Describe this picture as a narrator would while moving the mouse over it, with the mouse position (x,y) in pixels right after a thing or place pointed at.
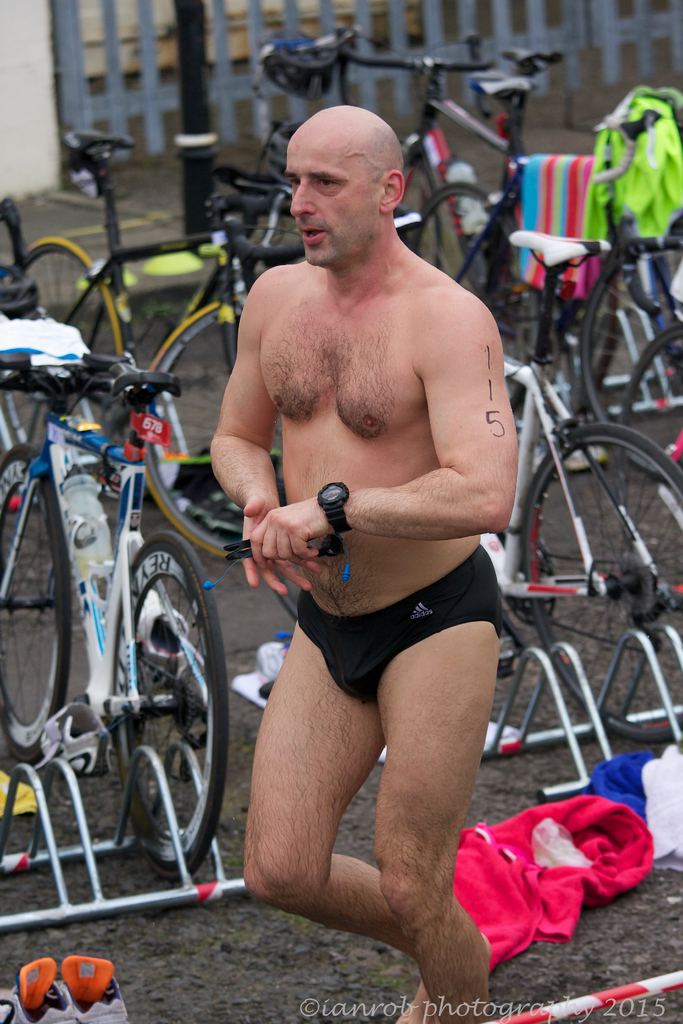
In this image I can see a person (475,938) standing. Background (655,240) I can see few bi-cycle (79,379) and I can see few clothes (655,201) on the bicycles (677,301).
